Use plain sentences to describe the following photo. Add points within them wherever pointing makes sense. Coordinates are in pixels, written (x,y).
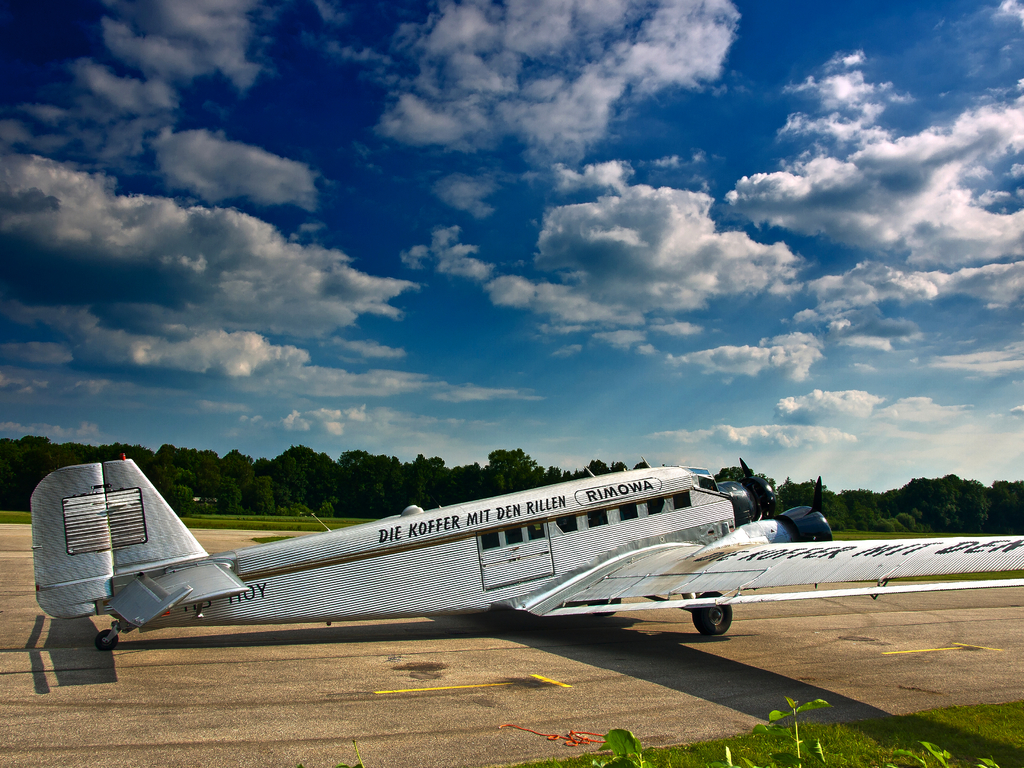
In this picture we can see an airplane (72,569) on the ground (819,725), trees (847,501) and in the background (705,130) we can see the sky (566,266) with clouds (243,268).
